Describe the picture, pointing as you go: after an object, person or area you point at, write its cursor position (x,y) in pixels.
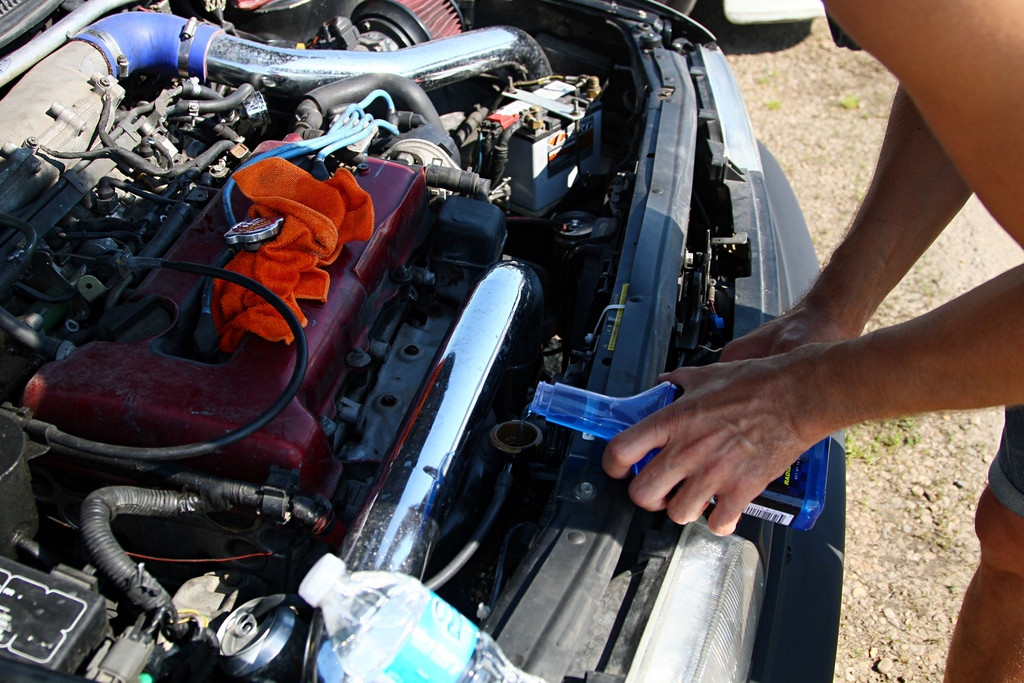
In the image we can see the person (892,156) holding bottle (633,415) in hand (681,434). Here we can see the engine (19,112) of the vehicle (374,456), water bottle (399,632) and the grass (869,438).
